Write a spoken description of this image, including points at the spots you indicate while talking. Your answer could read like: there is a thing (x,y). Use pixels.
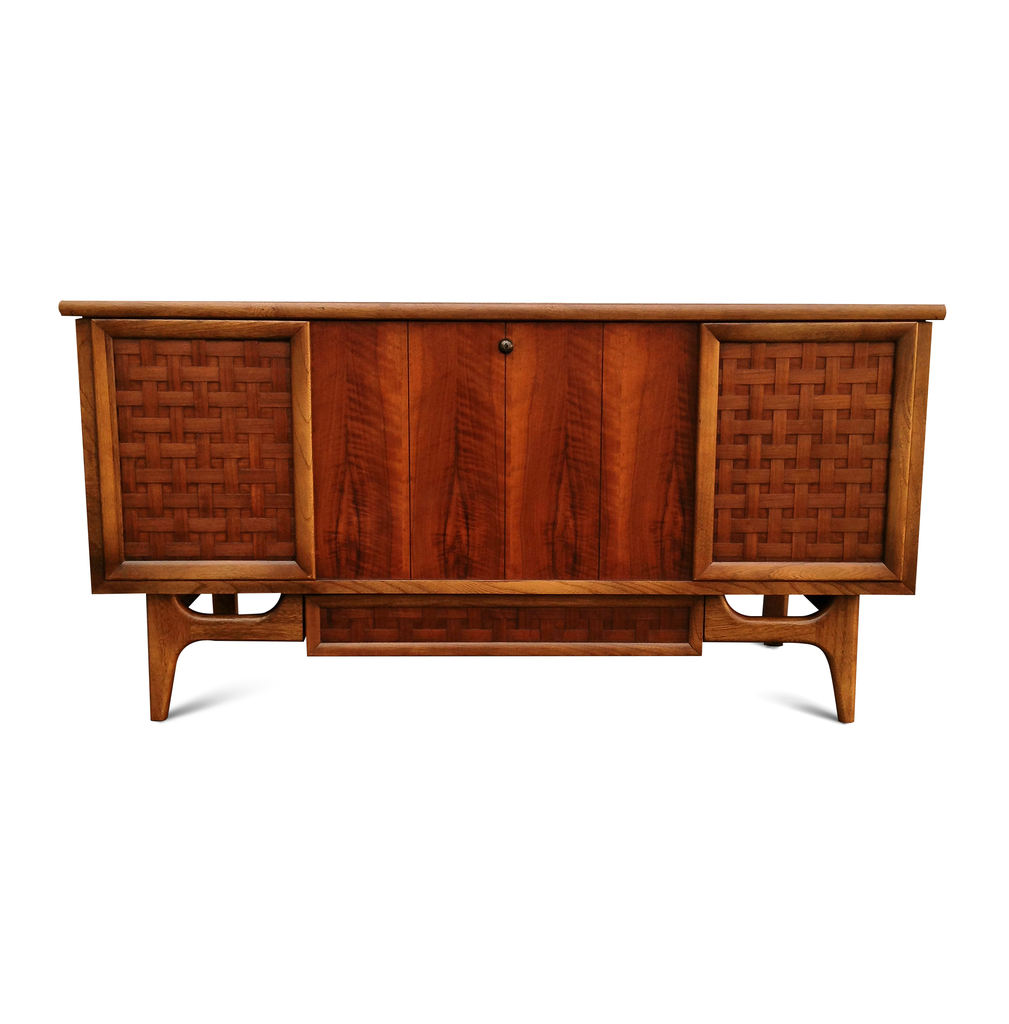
In the center of the image (401,573) we can see a table (573,513).
